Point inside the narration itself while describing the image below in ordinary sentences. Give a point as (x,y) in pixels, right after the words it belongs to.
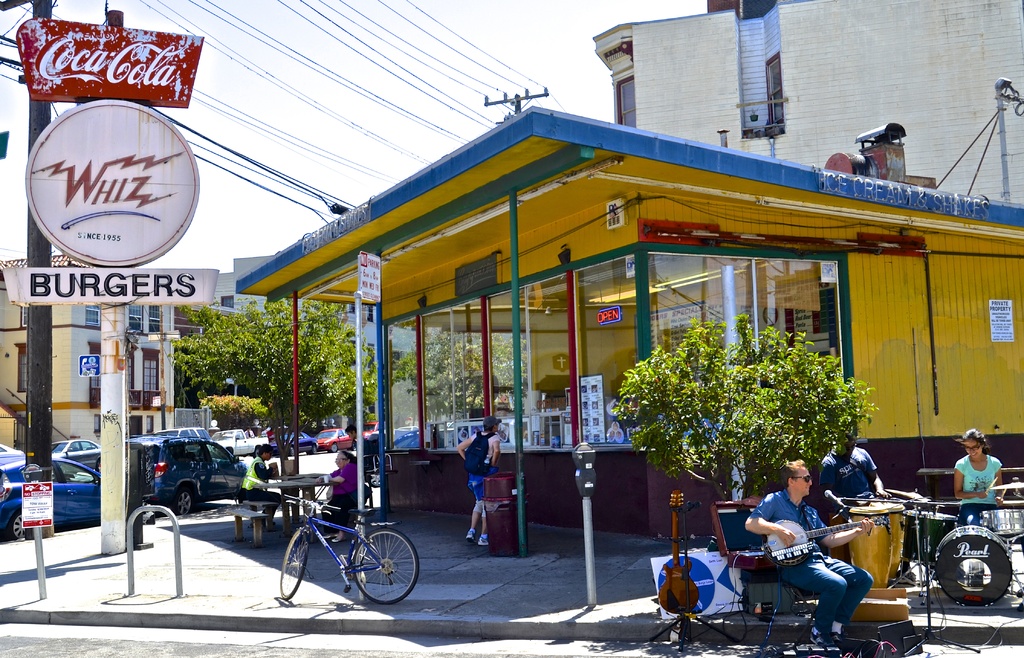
This is a picture taken in the outdoor. It is sunny. There are three people (812,583) sitting on the road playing music instruments (869,535) backside of them there is a tree (728,421) and a shed (897,277) which is in yellow color. Background of the shed (413,319) there is a trees (310,304), building (693,103), cable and sky (317,158). In front of the shed (435,368) there is a pole (46,328) with a name board (79,167).
